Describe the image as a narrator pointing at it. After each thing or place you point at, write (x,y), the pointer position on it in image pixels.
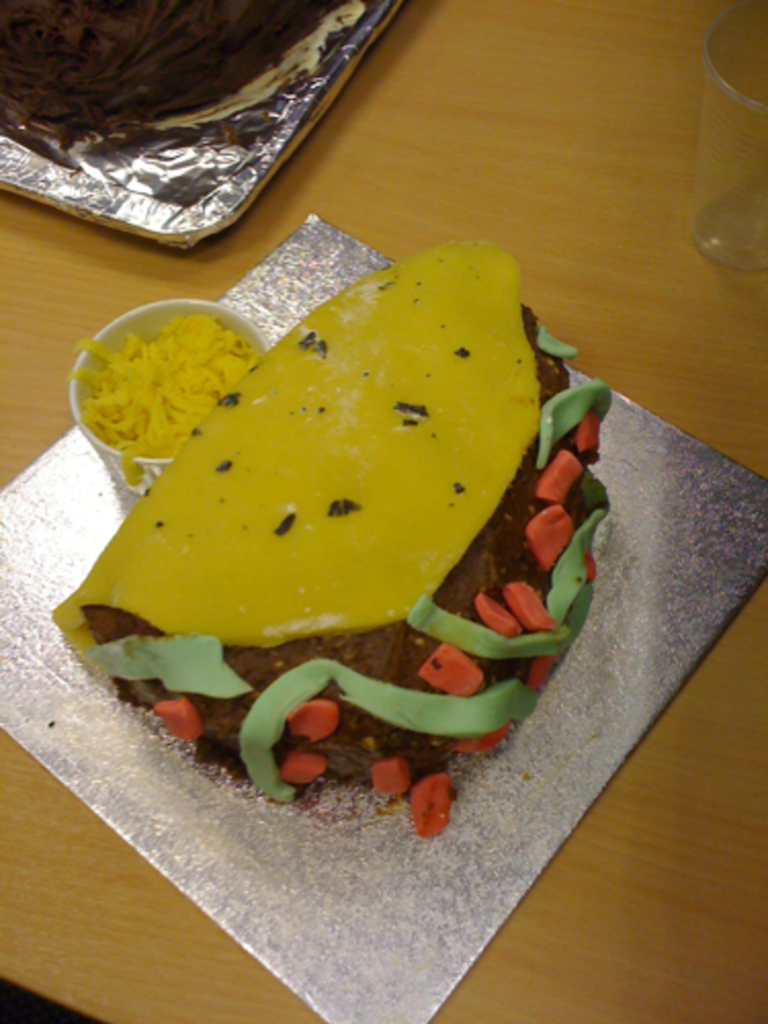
On this wooden platform (6,374) we can see a cake (520,459), glass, and a bowl (203,339) with food (185,372).
